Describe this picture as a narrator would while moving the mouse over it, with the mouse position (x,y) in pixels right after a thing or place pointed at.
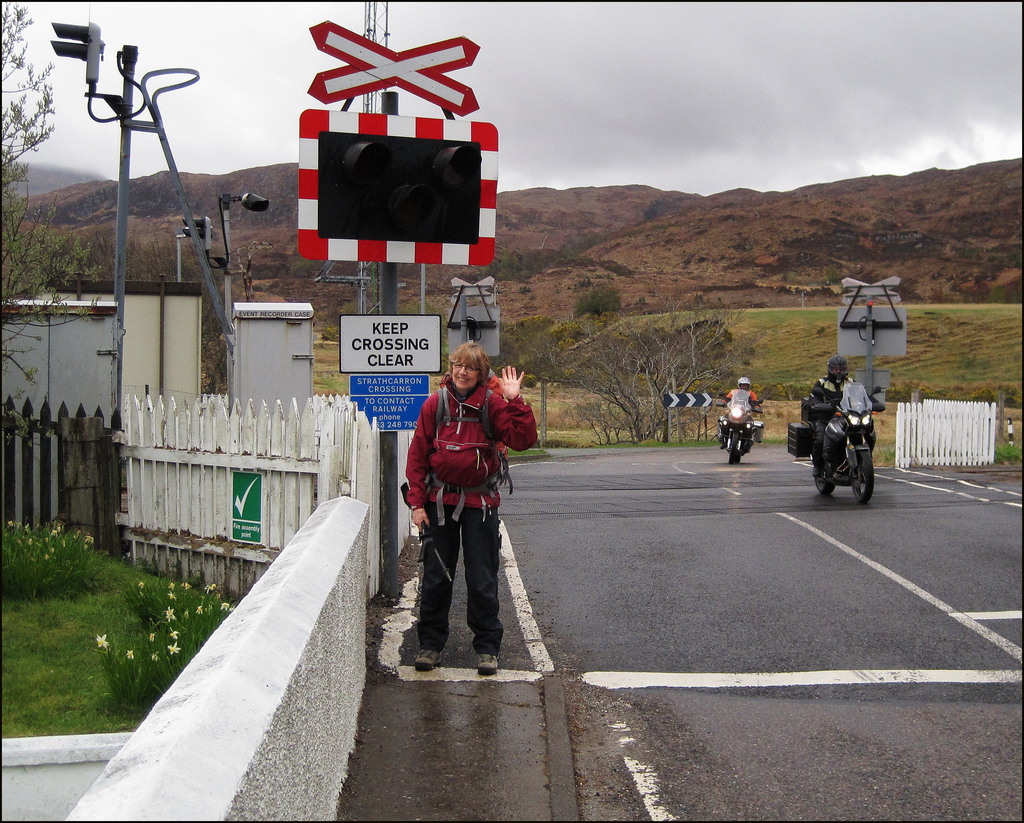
In this image, we can see a few people (830,395). Among them, some people (830,395) are riding motorcycles (734,417) and a person (448,468) holding some object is standing. We can see the ground (670,657) and the fence (289,515). We can see some grass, trees (618,362), plants (32,571) and hills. We can also see the sky (668,32). We can also see some metal objects (341,162) and signboards (349,335).
